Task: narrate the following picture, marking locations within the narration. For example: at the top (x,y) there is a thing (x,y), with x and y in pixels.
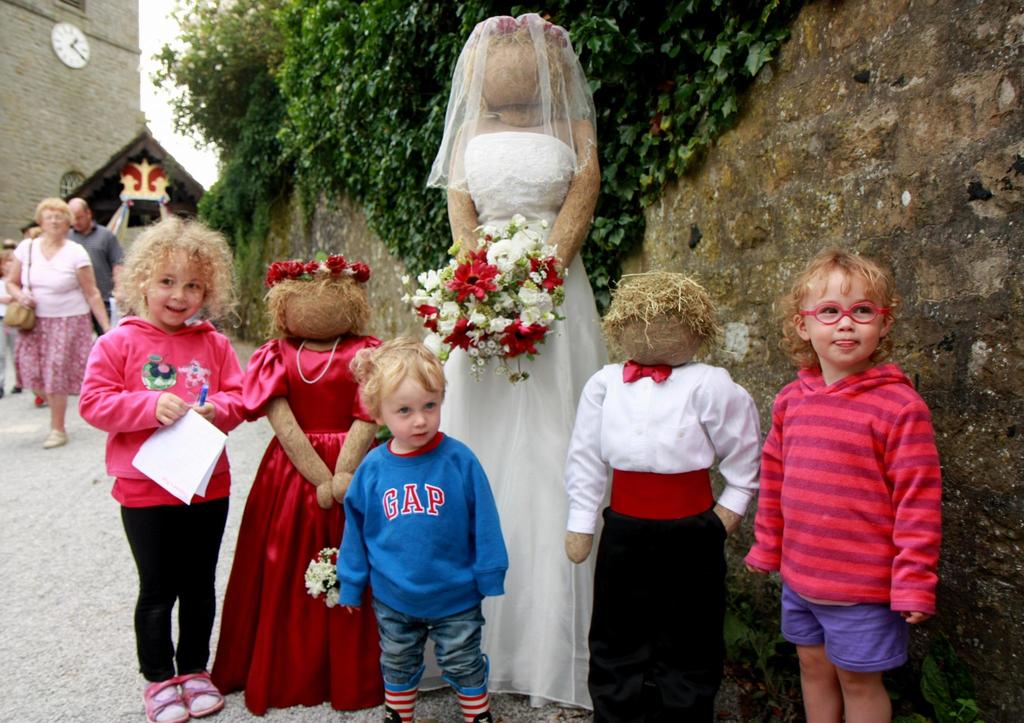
In this picture we can see some people (373,510) are standing and some people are walking on the path (234,503). There are three dolls (270,360) dressed as a human and a doll (442,312) is holding a bouquet (481,289). Behind the kids (164,421) there is a wall (379,300) with trees (383,97) and behind the people (83,283) there is a building (85,118) and sky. On the building (73,160) there is a clock (59,41).
